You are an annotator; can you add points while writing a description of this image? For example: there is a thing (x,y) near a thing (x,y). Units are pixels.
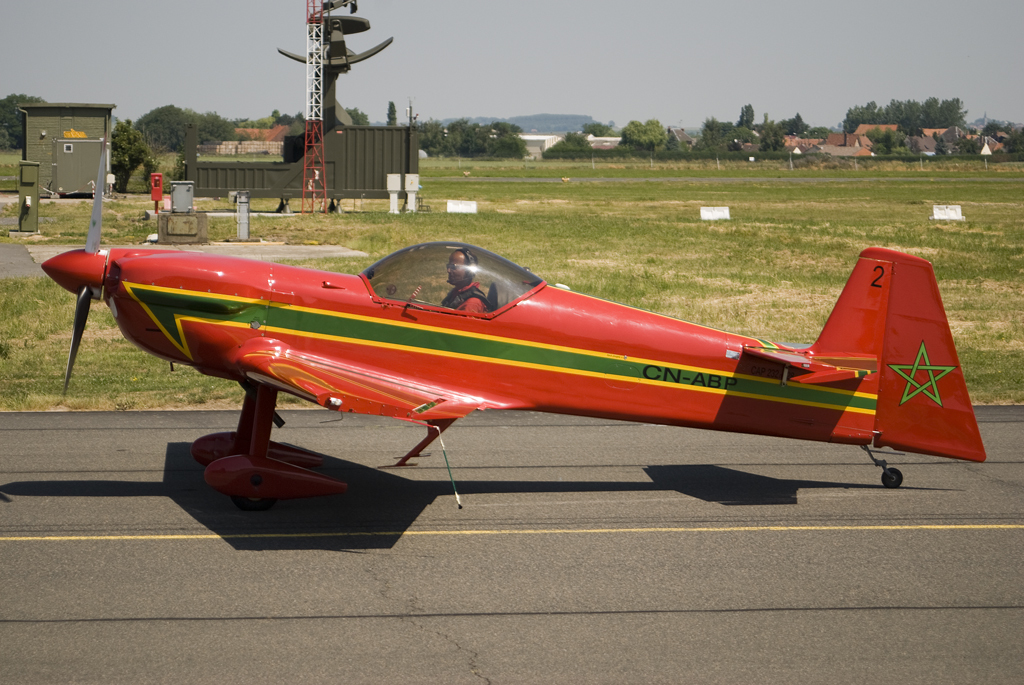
In this image we can see the airplane (419,392) on the road (368,473) and there is the person (455,255) sitting in the airplane (470,324). And there are containers (66,158), boxes (392,210) and tower (322,201). And at the back (881,144) we can see there are houses (815,147), trees (641,147) and the sky (634,39).
